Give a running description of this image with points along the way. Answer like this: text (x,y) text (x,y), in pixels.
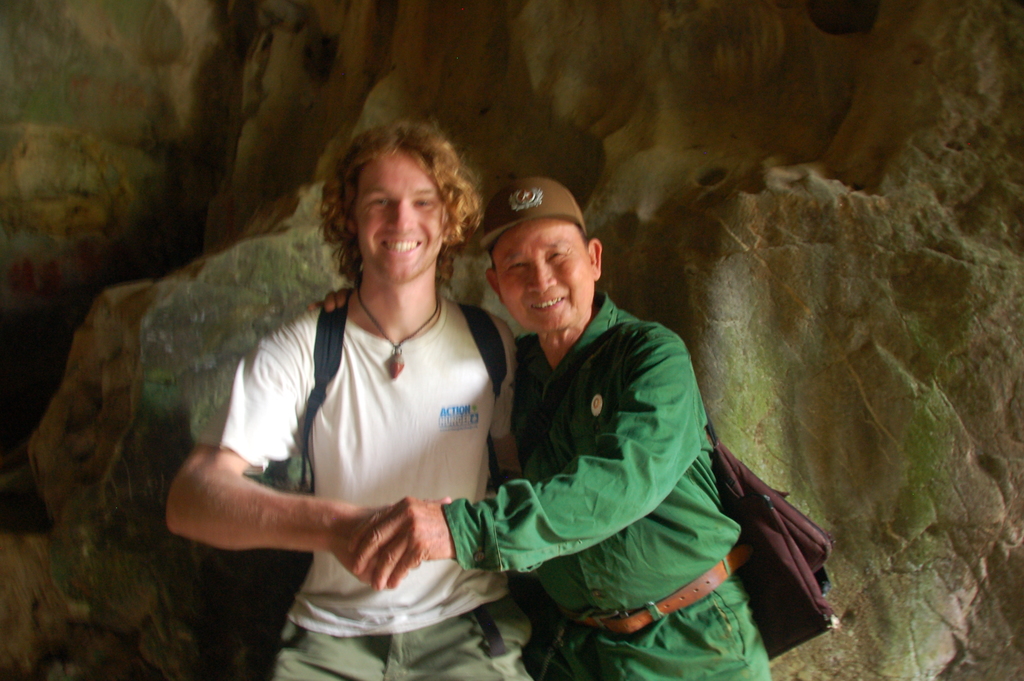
In this image, we can see people (522,223) and are wearing bags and one of them is wearing a cap (536,203). In the background (583,145), there are rocks (518,146).
